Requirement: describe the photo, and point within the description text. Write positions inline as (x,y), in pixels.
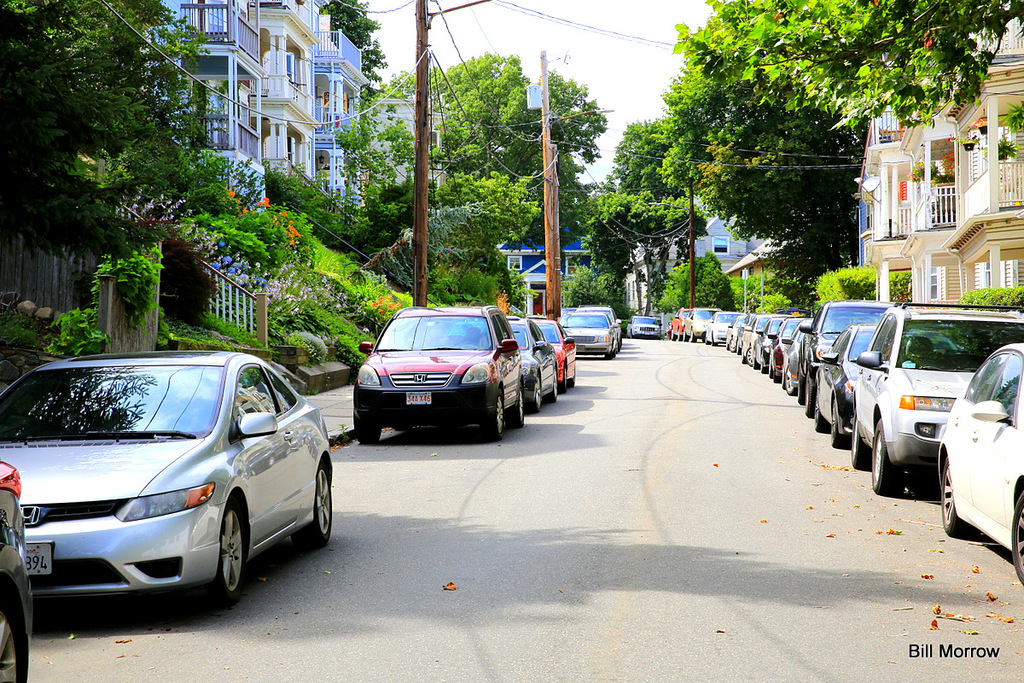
In this image in the front (209,373) there are vehicles (907,458). In the background (838,227) there are trees (569,186), poles (690,209) and buildings (963,218).
